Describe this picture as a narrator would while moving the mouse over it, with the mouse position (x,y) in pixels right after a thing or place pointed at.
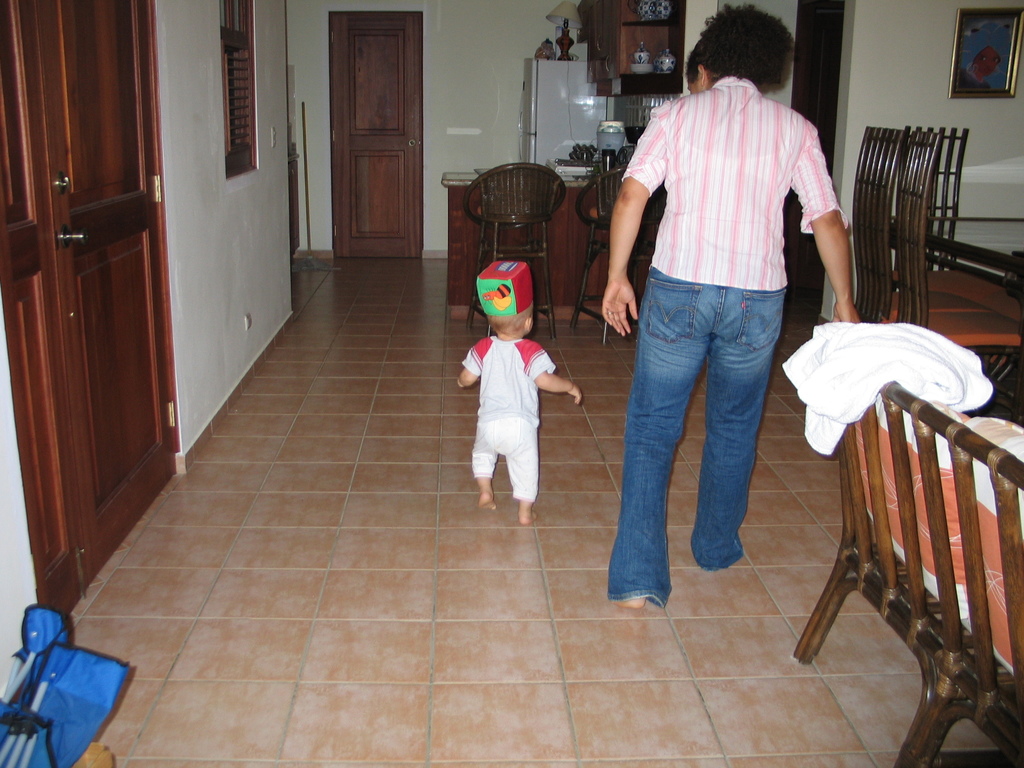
As we can see in the image there is a wall (211,216), door (82,182), window (228,153), chairs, bench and two people (651,403) over here.
